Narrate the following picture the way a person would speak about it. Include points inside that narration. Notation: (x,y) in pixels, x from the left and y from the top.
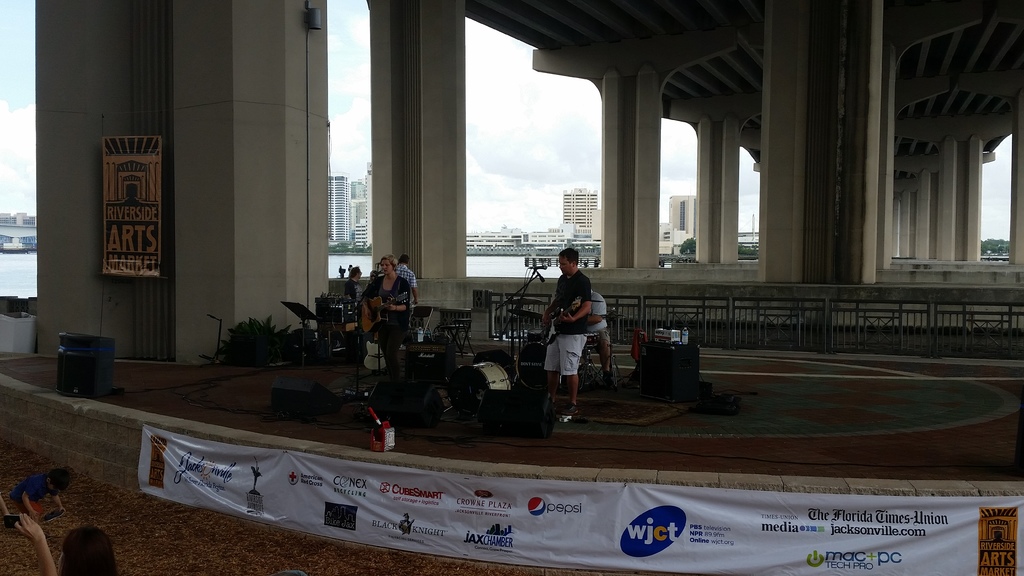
In this image we can see two persons (575,338) standing on stage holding guitars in their hands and group of musical instruments (641,391) placed on the stage (661,449). In the background (1001,331), we can see metal railing (647,329), a group of people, bridge (302,216), a group of buildings (352,217), banner (121,257) with some text (121,257) on it, To the left side of the image (44,494) we can see a kid (44,494) standing on the floor (78,490).
